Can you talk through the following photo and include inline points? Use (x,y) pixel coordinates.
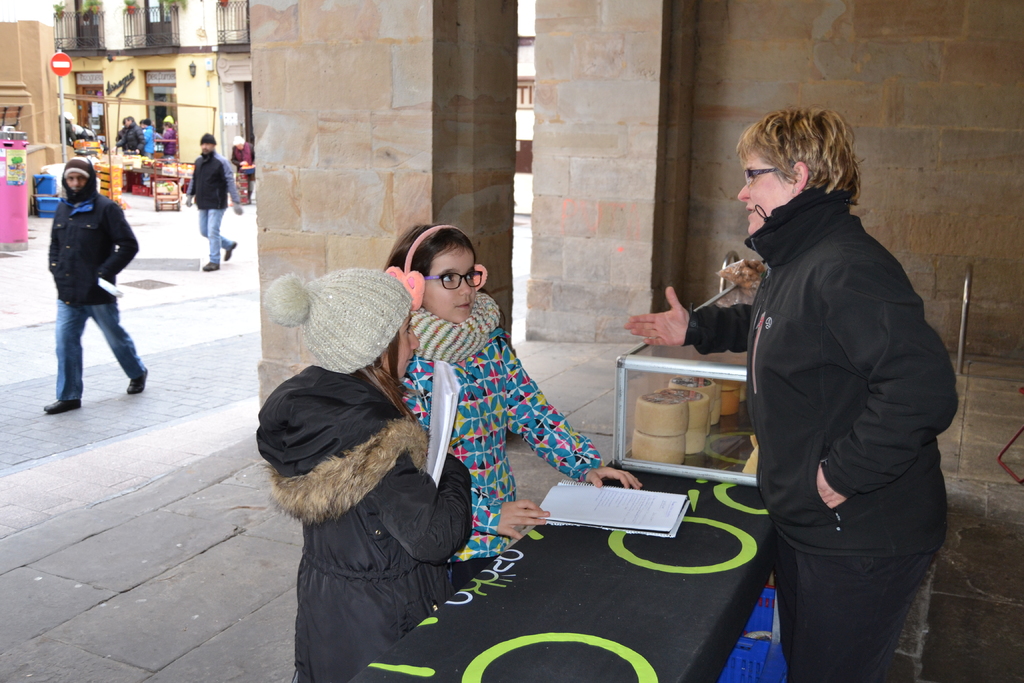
There are groups of people (362,317) standing and few people (200,225) walking. These are the pillars (612,189). I can see a table (650,568), which is covered with a cloth (694,588). This looks like a basket (763,652), which is under the table (712,590). I can see few items (676,439), which are kept in the glass box (724,371). This looks like a stall (140,161). I can see the buildings (131,80) with the doors (166,87). Here is a signboard (60,72), which is attached to the pole (62,139). On the left side of the image (23,198), that looks like an object (11,236).
